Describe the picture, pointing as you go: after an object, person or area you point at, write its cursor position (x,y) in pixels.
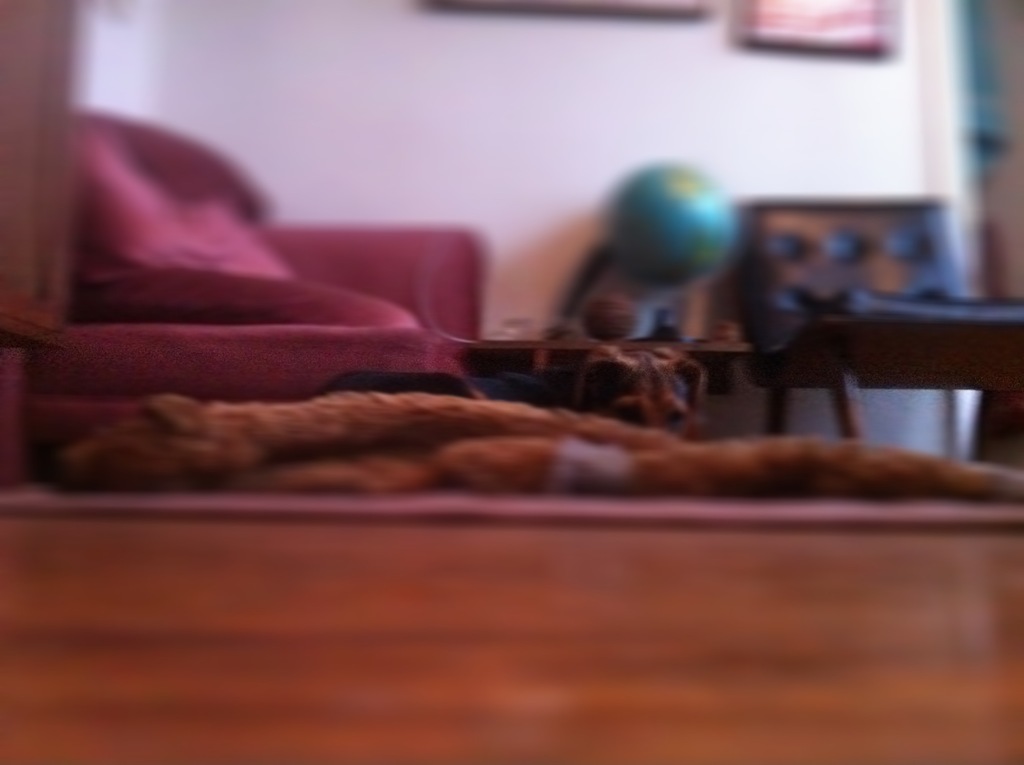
This picture is taken inside a room (910,78) and its bit blurry. There is couch (283,238) in the room (376,183) and beside it there is a table (533,340) on which there is a globe (689,251). On the wall (757,121) there are frames (794,46) and on the floor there are carpets (456,404).
